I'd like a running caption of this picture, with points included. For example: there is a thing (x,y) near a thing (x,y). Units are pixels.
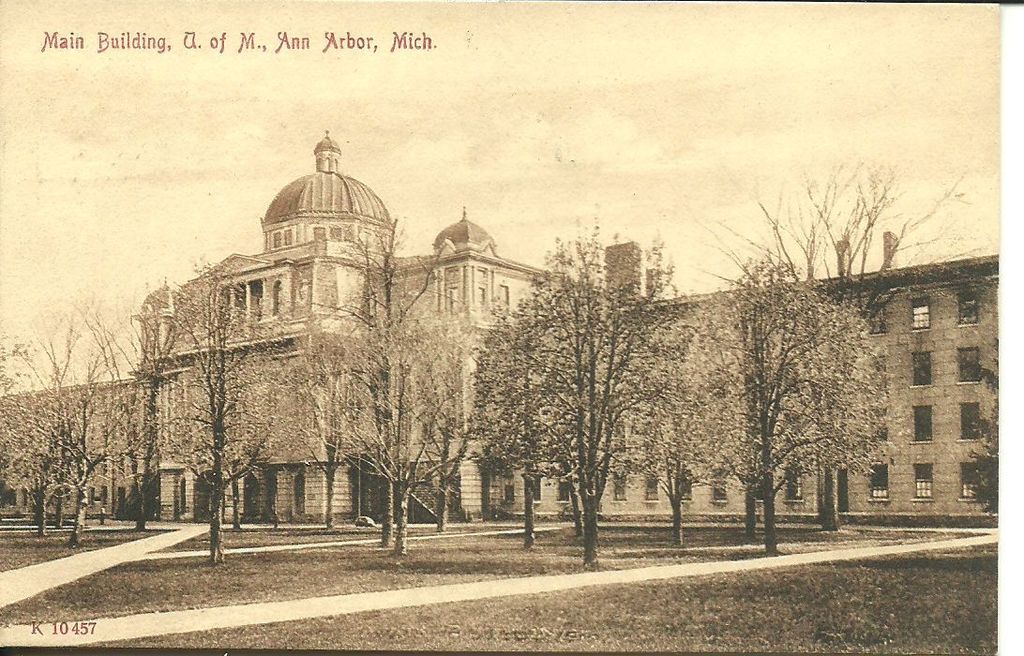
In this picture I can see a poster (168,328). There are words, numbers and there is an image of a building (279,296), there are trees (481,428) and in the background (496,148) there is the sky (558,101) on the poster (311,167).
